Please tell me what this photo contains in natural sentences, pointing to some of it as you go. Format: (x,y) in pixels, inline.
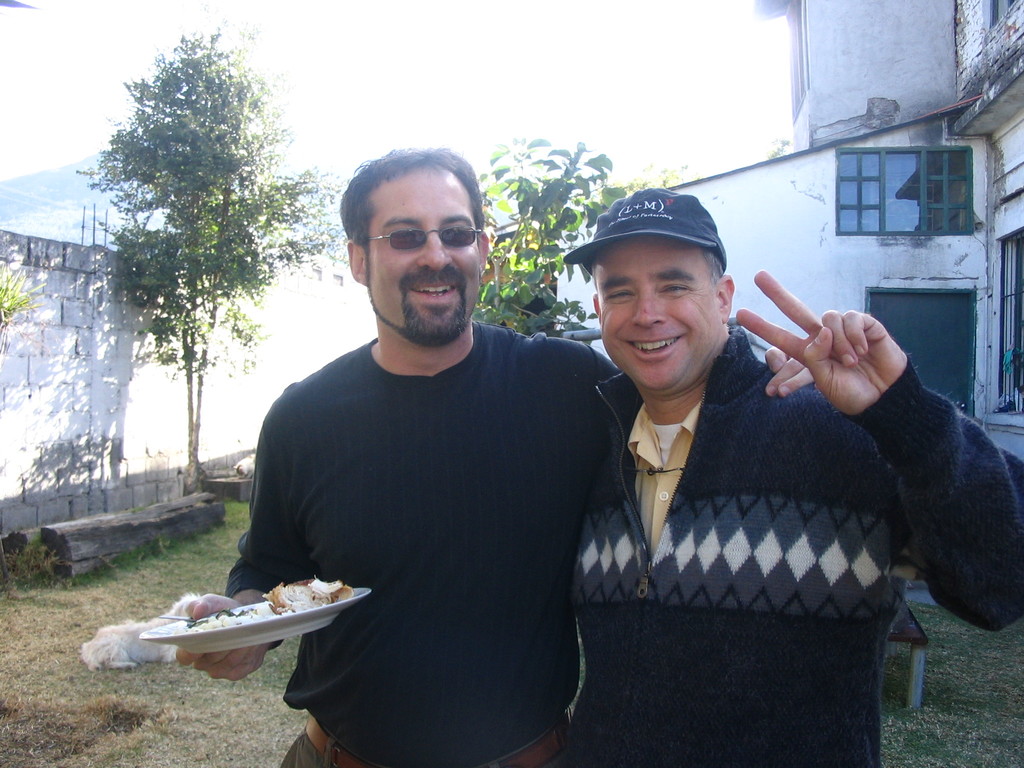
In this image we can see two men (732,630). Man (754,614) on the right side (716,348) is wearing a cap (676,213). Man (360,239) on the left side (340,477) is wearing specs (378,237) and holding a plate (184,629) with food item (263,607). In the back (84,640) there is an animal (142,623) on the ground (189,687). Also there are trees (298,250). On the left side (218,362) there is a wall (224,337). On the right side (841,229) there is a building (913,210) with windows (913,195). In the background (477,56) it is white.
